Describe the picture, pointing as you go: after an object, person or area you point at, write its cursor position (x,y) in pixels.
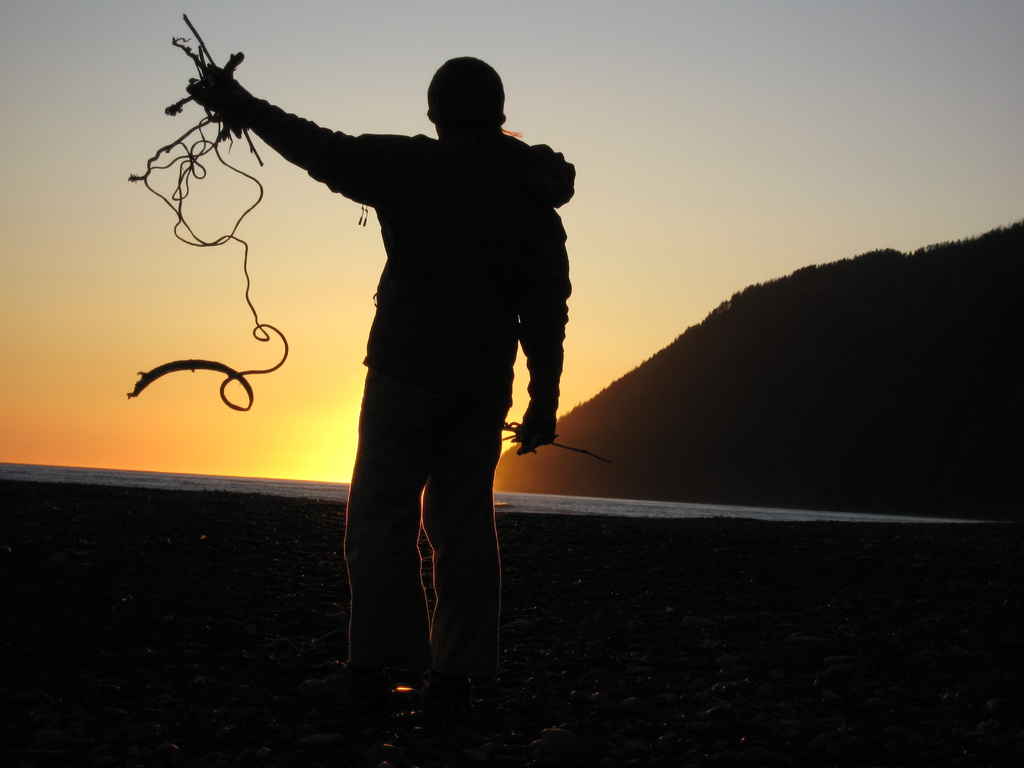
In this image there is a man (402,425) standing, holding wires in his hand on a land (420,742), in the background (527,473) there is water surface (585,504) and a mountain (839,278) and the sky (847,168).
